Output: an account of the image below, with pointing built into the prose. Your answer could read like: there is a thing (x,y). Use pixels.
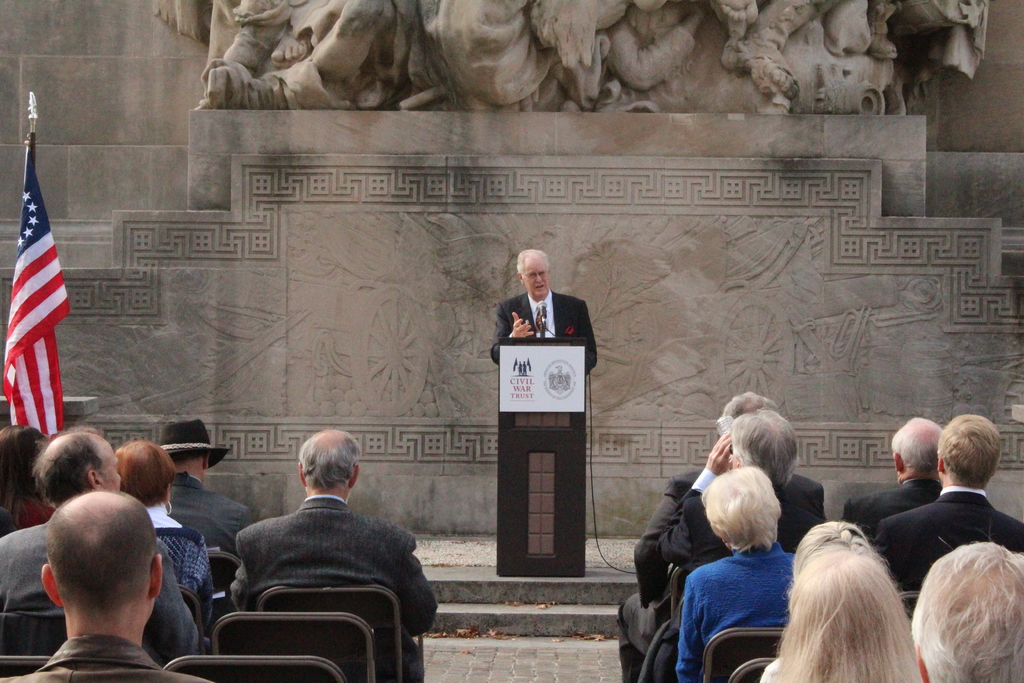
In the picture we can see some people (112,661) are sitting on the chairs (38,662) and in front of them we can see a man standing near the desk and talking in the microphone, he is with blazer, tie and shirt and behind him we can see a wall (345,134) and on it we can see some sculptures (531,93).
